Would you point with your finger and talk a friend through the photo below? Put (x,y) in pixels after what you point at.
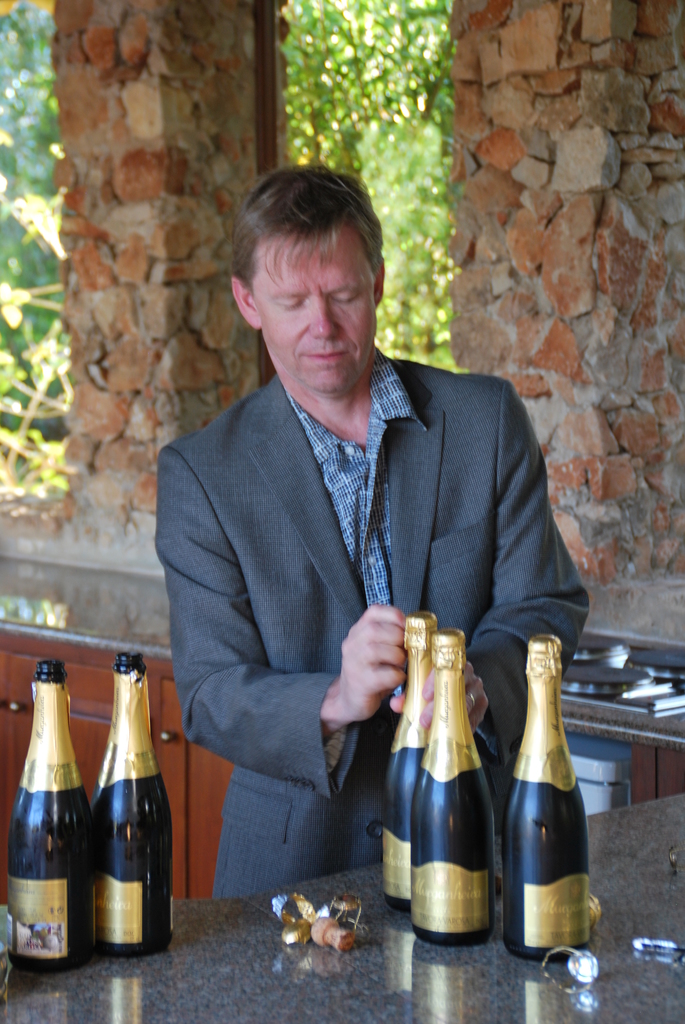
In this image I see a man (272,330) who is wearing a suit (491,694) and in front (135,684) there are few bottles (62,956) over here. In the background (95,26) I see the stone wall (93,386).
